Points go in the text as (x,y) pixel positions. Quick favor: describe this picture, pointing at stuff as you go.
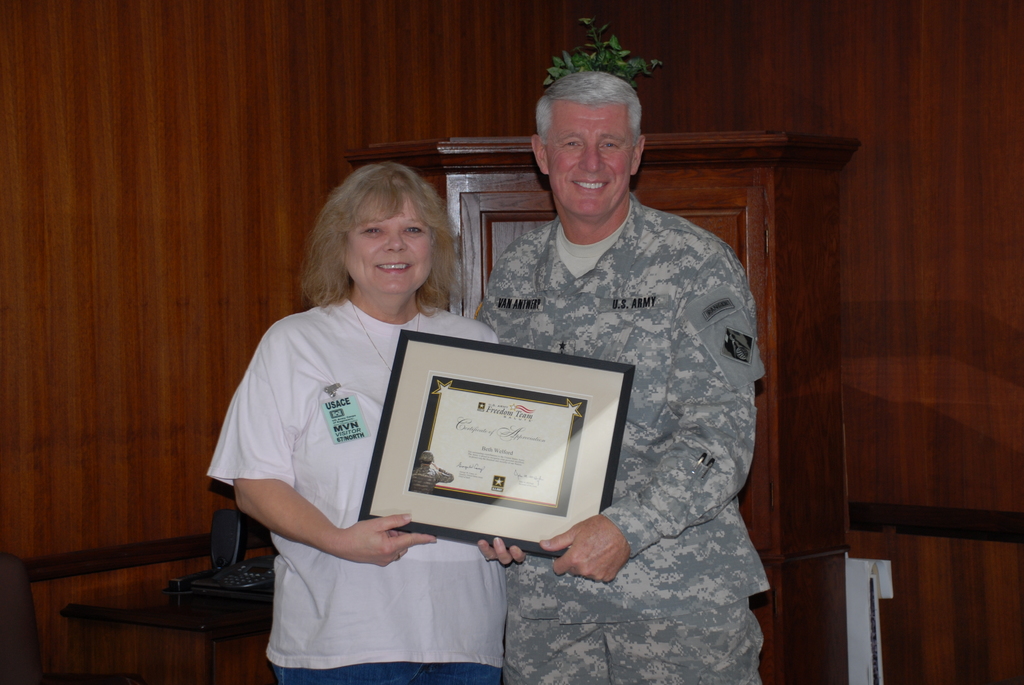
In this image there is a man (635,407) and a woman (273,443) standing. They are smiling. They are holding a frame (498,511) in their hands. Behind them there is a cabinet (745,192). There is a house plant (638,69) on the cabinet (755,157). In the background (213,138) there is a wooden wall (688,75).
